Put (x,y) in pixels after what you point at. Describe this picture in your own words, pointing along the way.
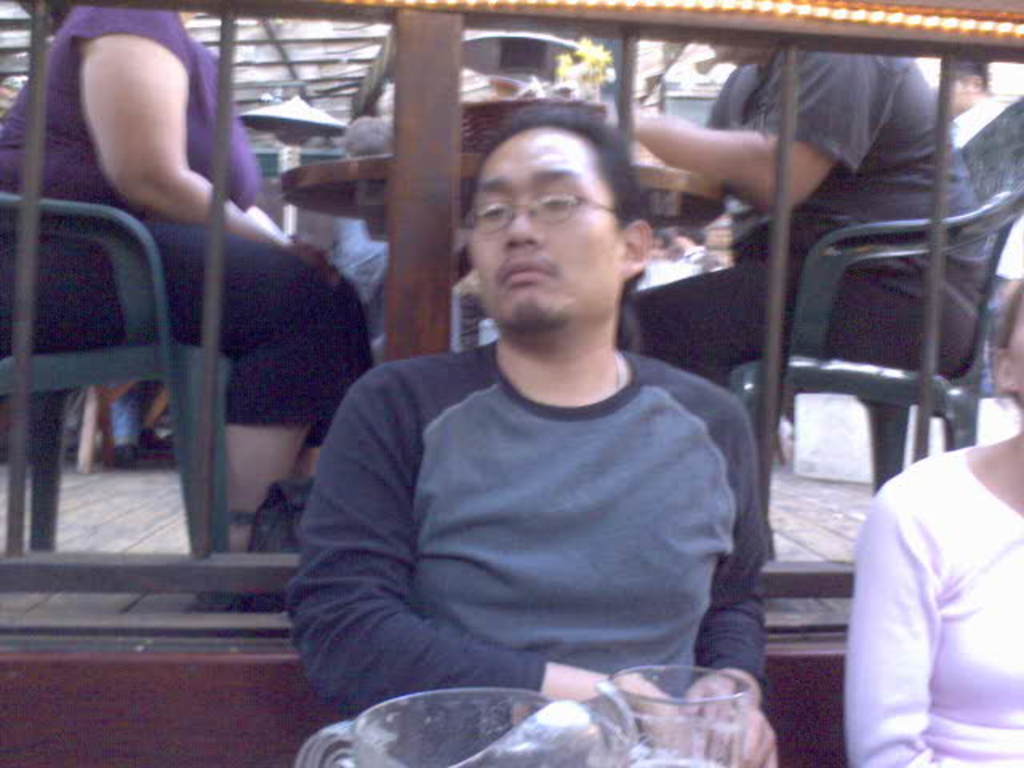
In this image we can see some people (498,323) sitting on the chairs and a table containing a basket (506,109) and some objects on it. We can also see a roof (292,65). In the foreground (598,472) we can see the railing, some people (738,589), a glass jar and a glass (685,767).
